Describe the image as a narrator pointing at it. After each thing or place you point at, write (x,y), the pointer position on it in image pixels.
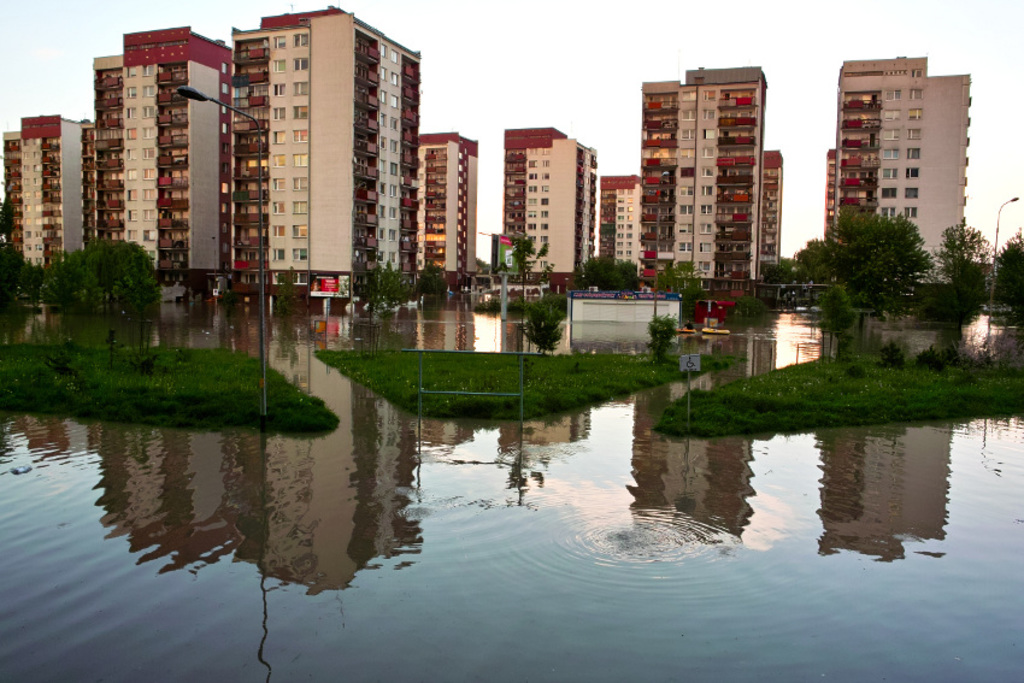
In this image we can see a group of buildings (447,240) with windows (420,226). We can also see some boards (335,282), a group of trees (373,288), grass (148,357), street poles (263,321), the water (318,489) and the sky (541,91) which looks cloudy.
